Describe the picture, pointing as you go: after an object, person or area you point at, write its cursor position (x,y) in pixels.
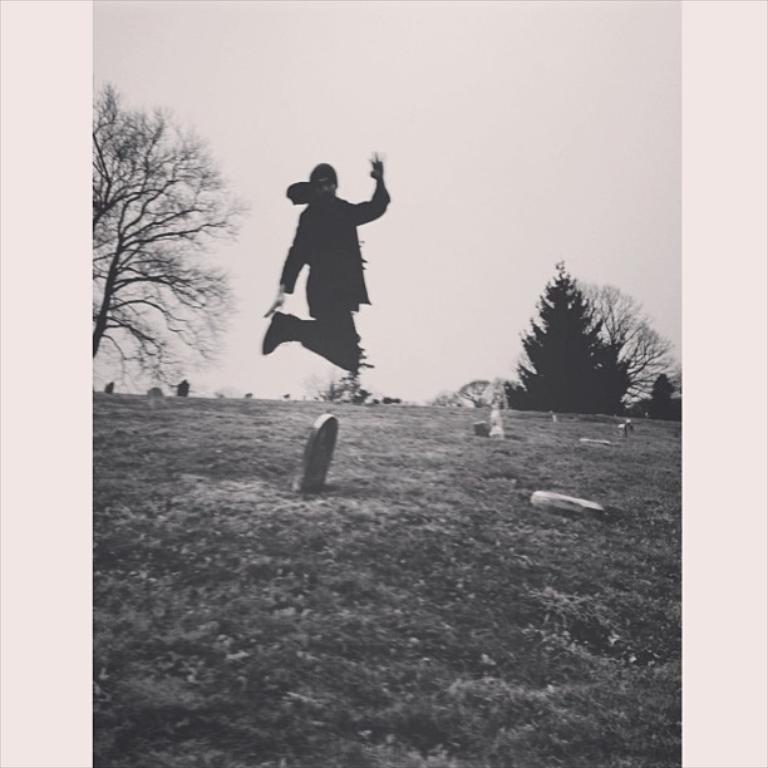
It looks like a black and white picture. We can see a person (320,308) is jumping and on the grass (317,538) there are some items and behind the person (338,255) there are trees (221,284) and a sky (428,151).
